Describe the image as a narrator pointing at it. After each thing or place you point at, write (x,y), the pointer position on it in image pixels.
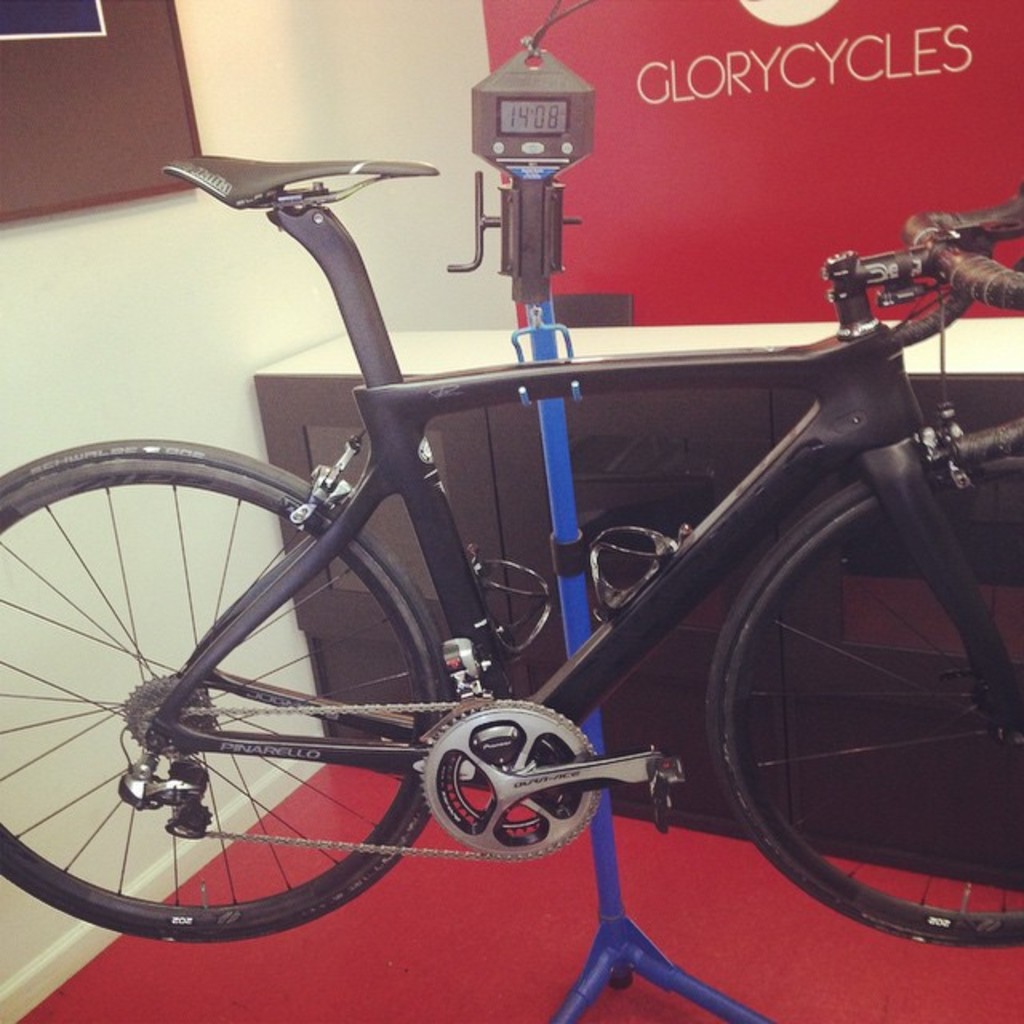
This is a zoomed in picture. In the center (554,454) there is a blue color stand (575,523) we can see a bicycle (623,676) is hanging on the stand (554,450). In the background (800,150) there is a wall (329,60) and a red color banner (699,72) on which the text (831,73) is printed. At the bottom (395,910) we can see a red color floor carpet (283,958). On the left (119,87) there is a board (138,87) hanging on the wall (231,24).
